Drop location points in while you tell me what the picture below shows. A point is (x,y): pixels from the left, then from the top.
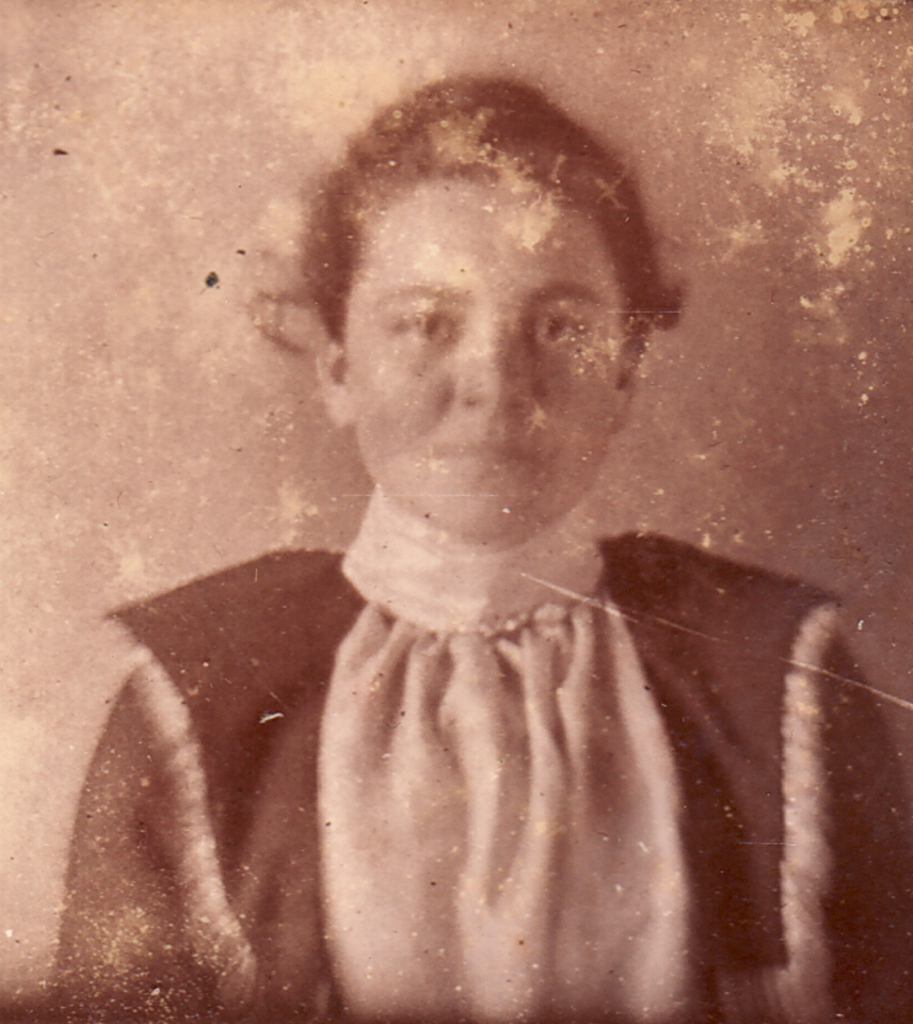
In this image, we can see a person (530,423) wearing clothes (451,820).
